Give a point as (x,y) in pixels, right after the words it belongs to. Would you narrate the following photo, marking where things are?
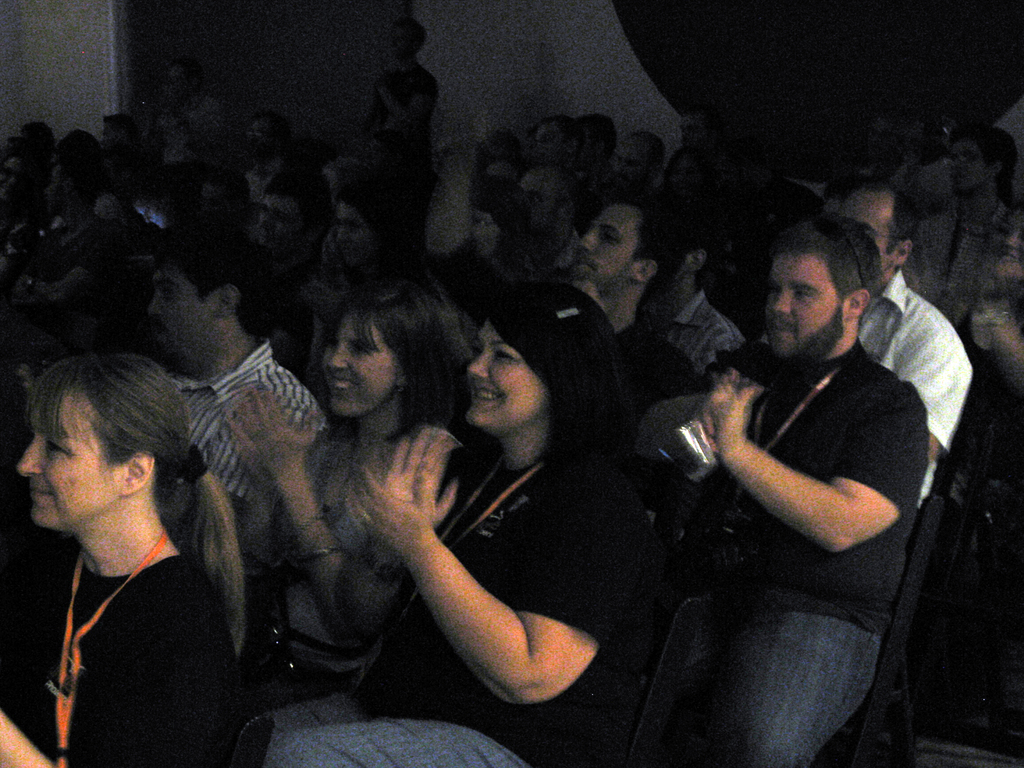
As we can see in the image there are group of people (793,313) sitting on chairs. In the background (87,50) there is a wall (102,85). The background (575,26) is dark.
